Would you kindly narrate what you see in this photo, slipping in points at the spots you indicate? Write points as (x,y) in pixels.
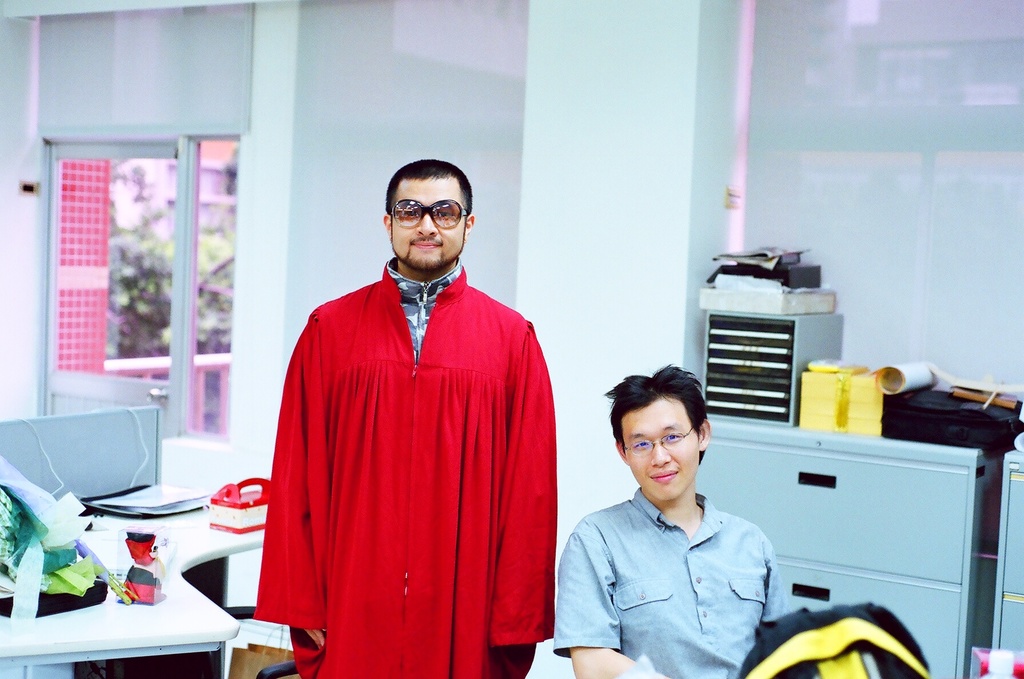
There are two men (316,614) in a room (337,232) one standing and other sitting. Behind them there is a table (211,538) with a stuff (46,596) on it.
